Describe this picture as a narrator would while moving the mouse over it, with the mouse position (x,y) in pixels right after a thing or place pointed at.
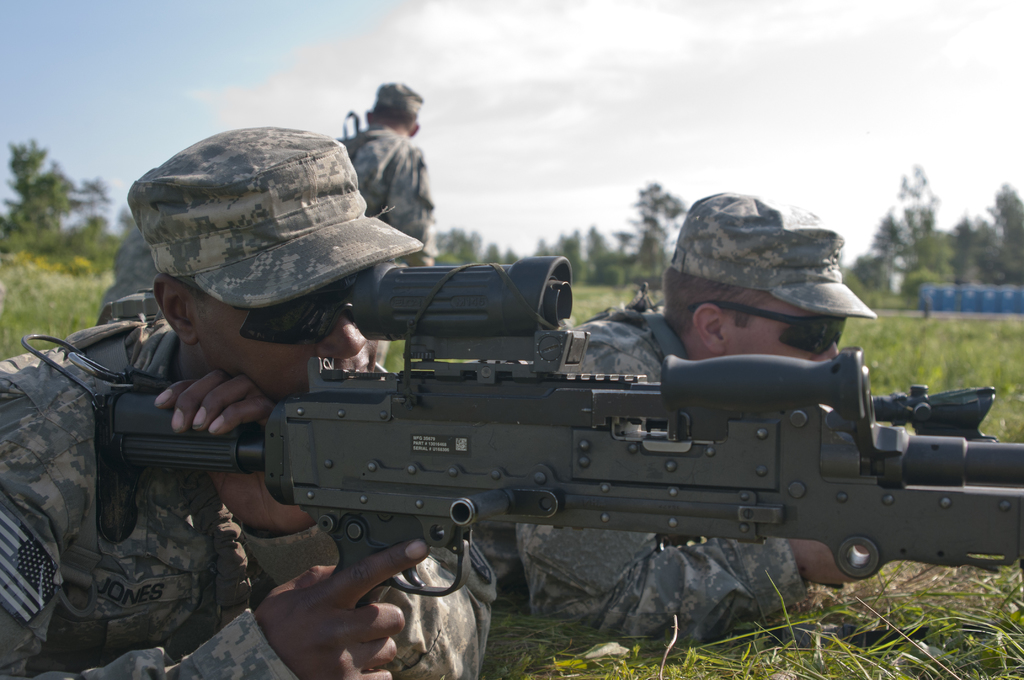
This image consists of two persons (299,531) lying on the ground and holding the guns (339,533). At the bottom (866,627), there is green grass (901,631). In the background (978,216), there are trees (1016,245). At the top (559,81), there is a sky (528,84).
